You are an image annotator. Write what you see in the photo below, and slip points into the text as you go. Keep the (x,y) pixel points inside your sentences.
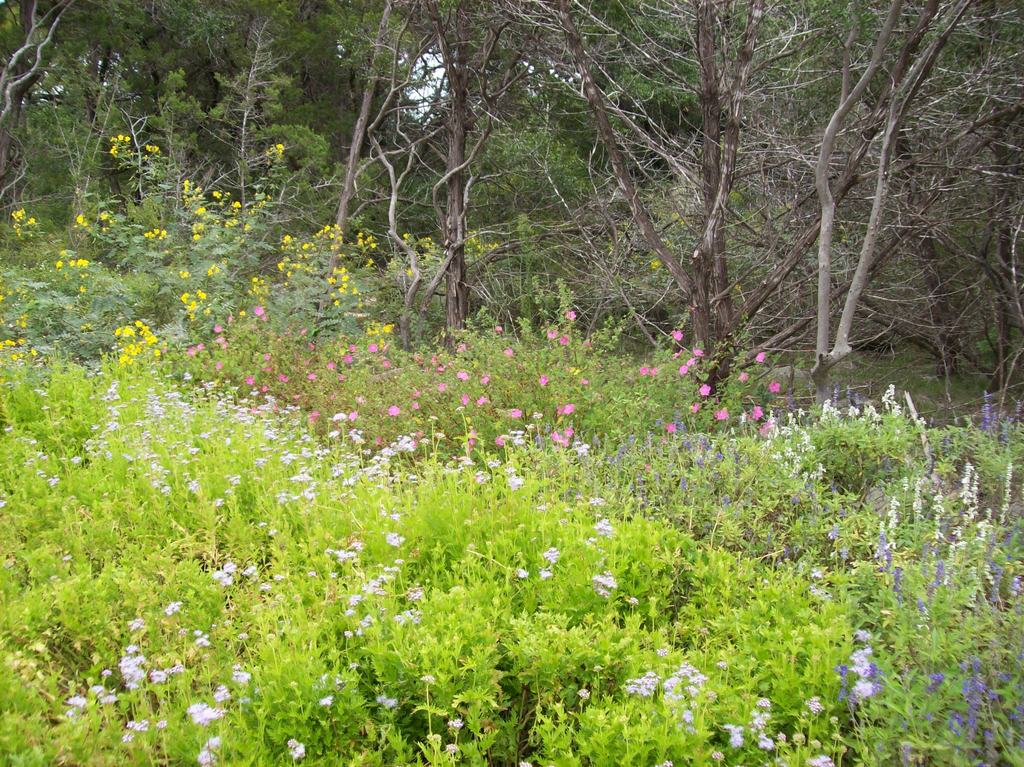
In the image there are flower plants (387,432) in the foreground (613,427) and behind the plants (132,222) there are trees (471,218).
